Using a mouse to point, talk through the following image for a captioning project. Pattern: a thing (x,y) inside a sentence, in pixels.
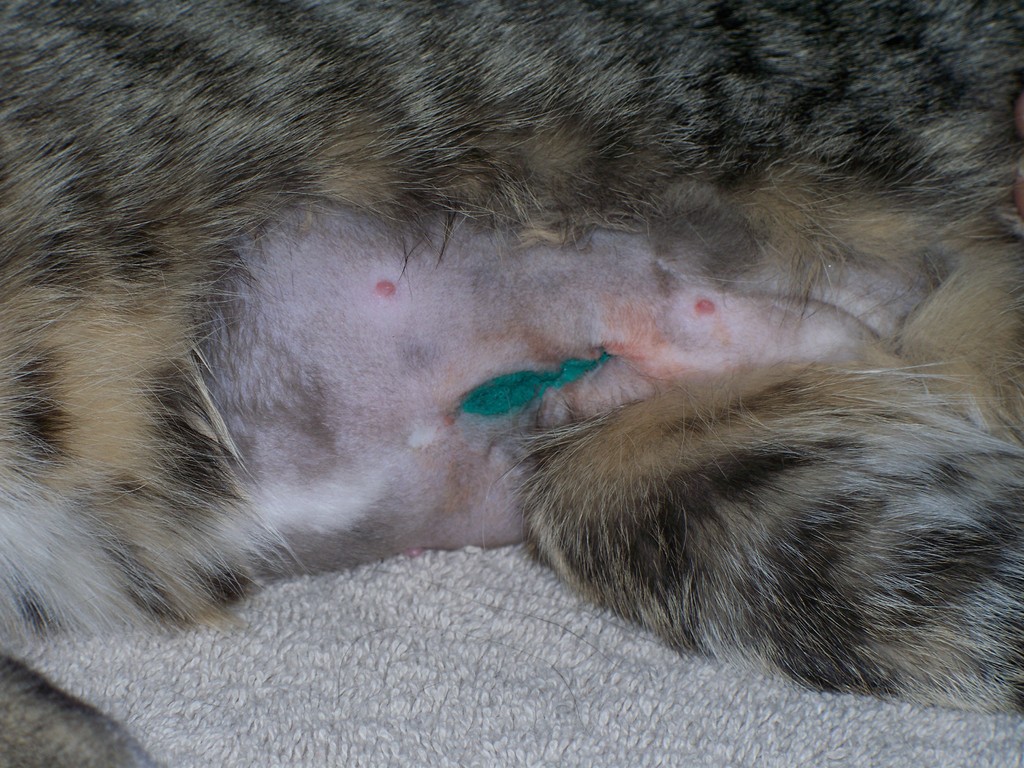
This is a zoomed in picture and we can see an animal (742,104) seems to be lying on an object (555,682).
